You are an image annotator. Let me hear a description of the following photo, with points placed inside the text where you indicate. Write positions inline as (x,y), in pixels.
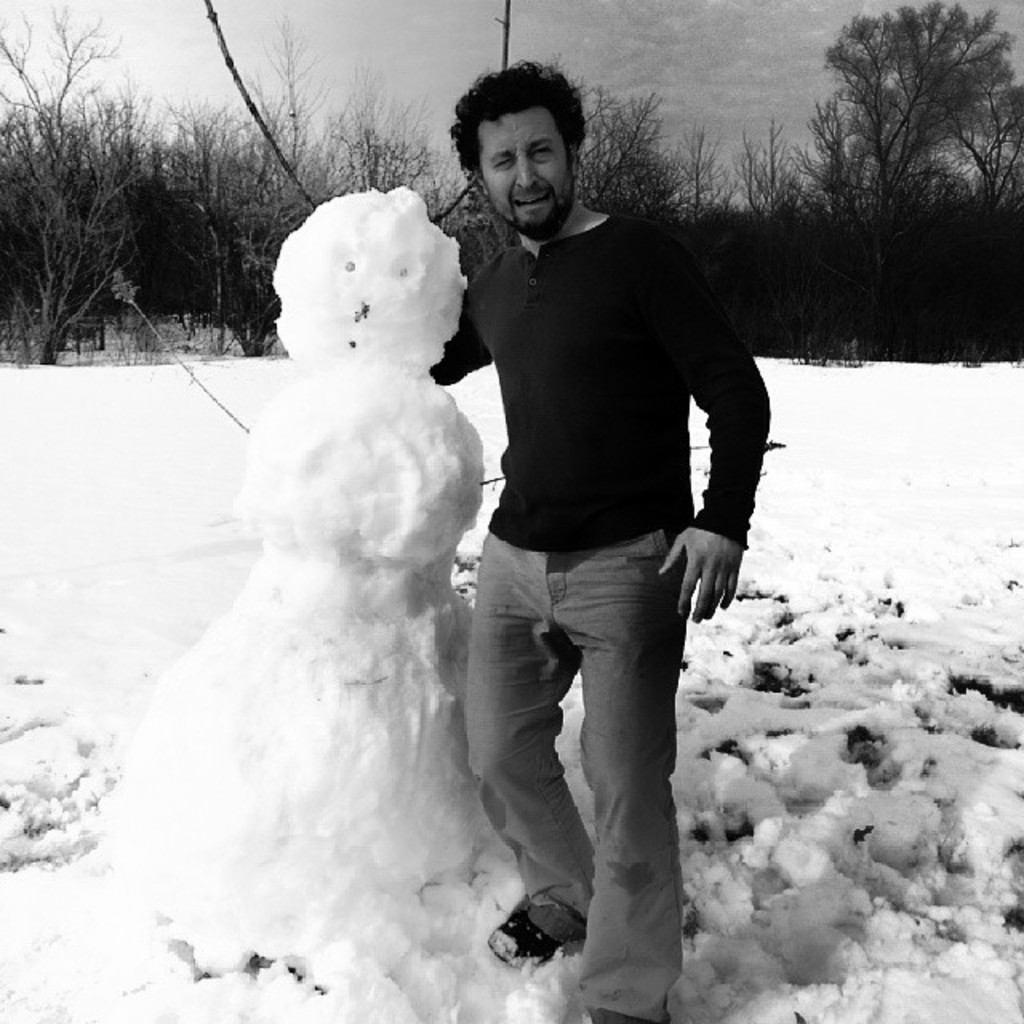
This is a black and white image. Here I can see a man (524,442) standing beside the snowman (410,438) and giving pose for the picture. At the bottom (872,786), I can see the snow (934,702). In the background (784,230) there are many trees (902,246). At the top of the image (585,28), I can see the sky (644,31).
